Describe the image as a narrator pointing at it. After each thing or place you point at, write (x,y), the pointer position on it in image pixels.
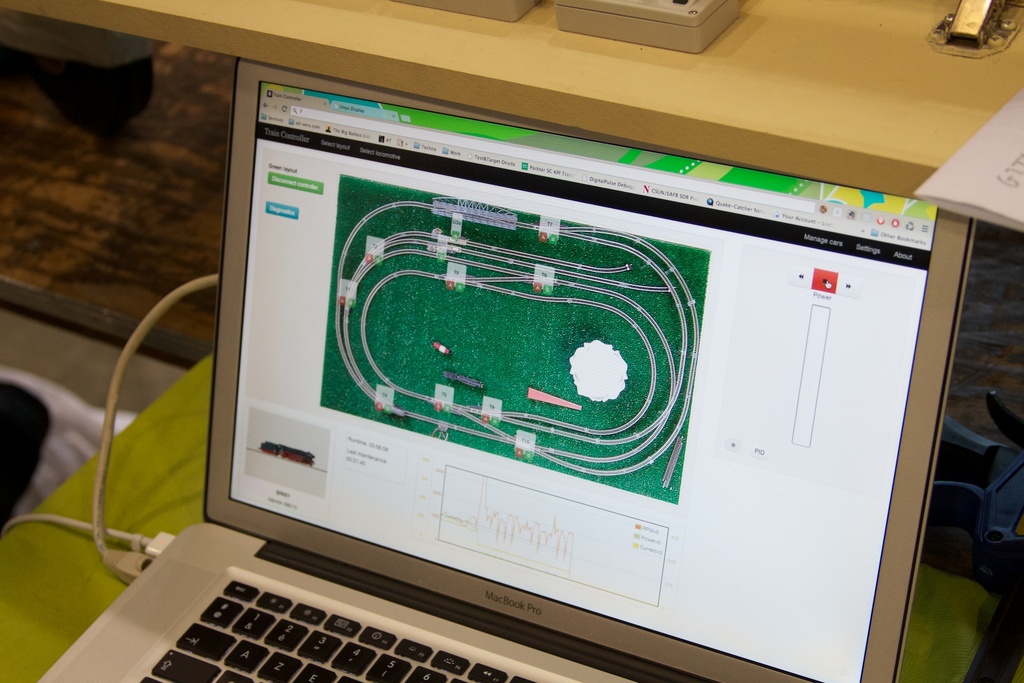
In this image, we can see some cables (102,507) connected to a laptop (464,571). In the background (628,47), there is a table (849,128).
